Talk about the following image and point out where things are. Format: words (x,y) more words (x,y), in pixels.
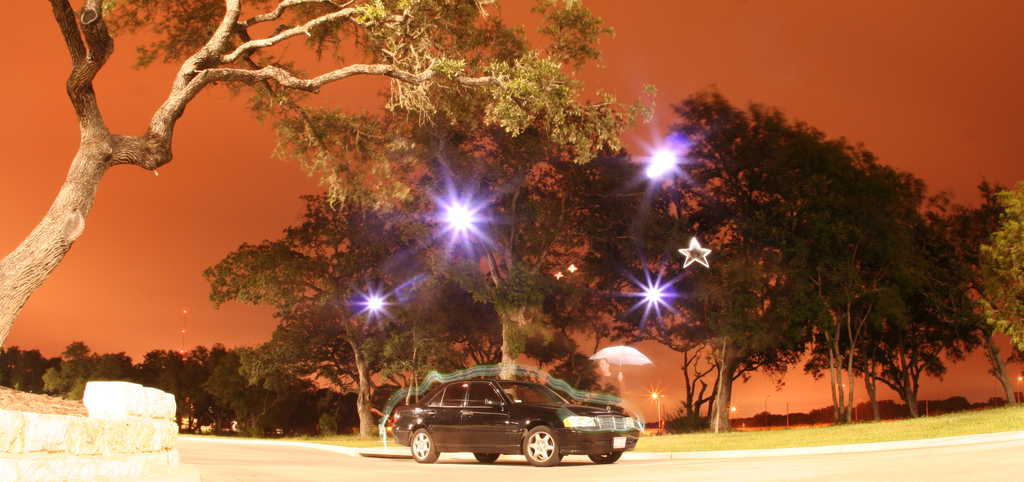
In this picture I can see a car (491,406) in front (432,437) which is on the road (291,473) and I see number of trees (448,283) and in the center of this picture (367,290) I see the lights (457,199) and in the background (94,298) I see the sky (770,37) and I see the grass (752,441) beside to the road (635,463).
